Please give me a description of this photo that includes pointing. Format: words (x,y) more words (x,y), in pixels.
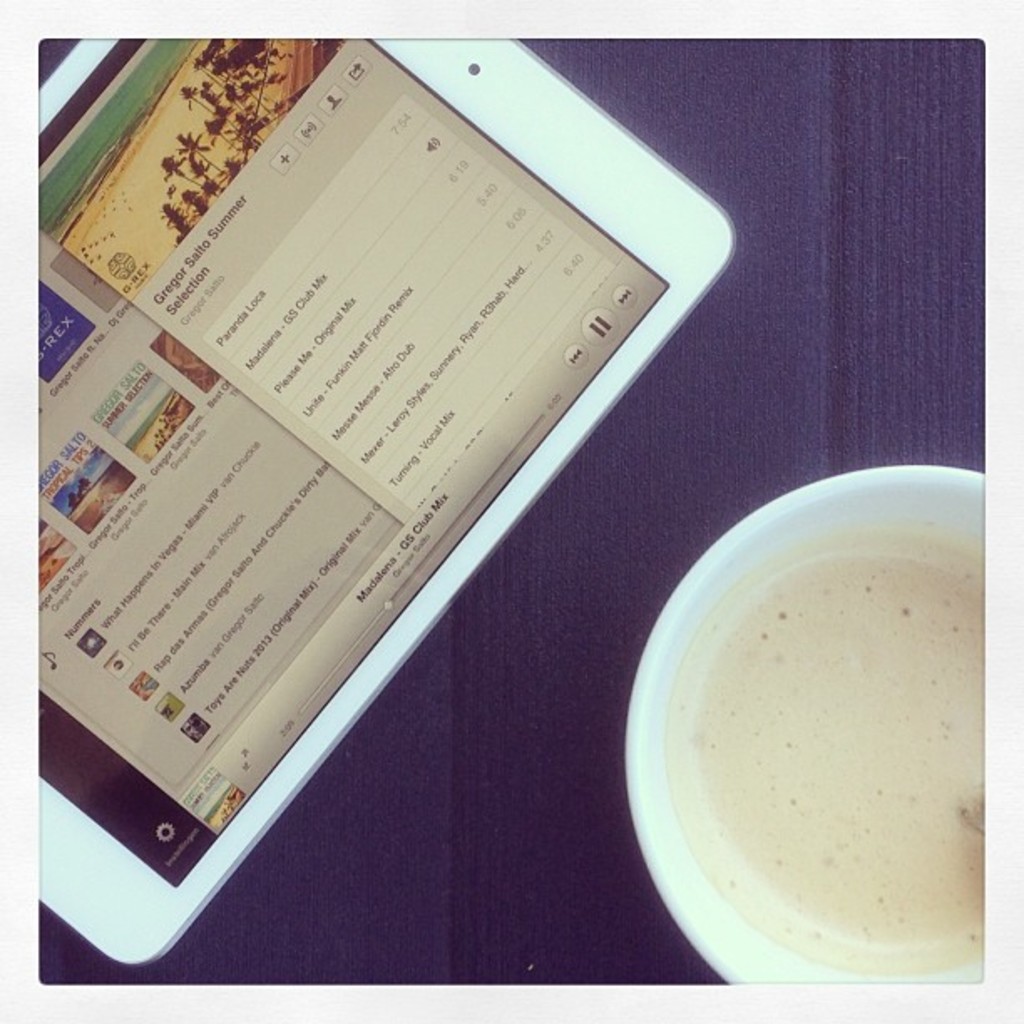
In this image I can see a ipad (150,600) on the purple color surface (563,525) and I can see a glass (789,542) which is in white color.
